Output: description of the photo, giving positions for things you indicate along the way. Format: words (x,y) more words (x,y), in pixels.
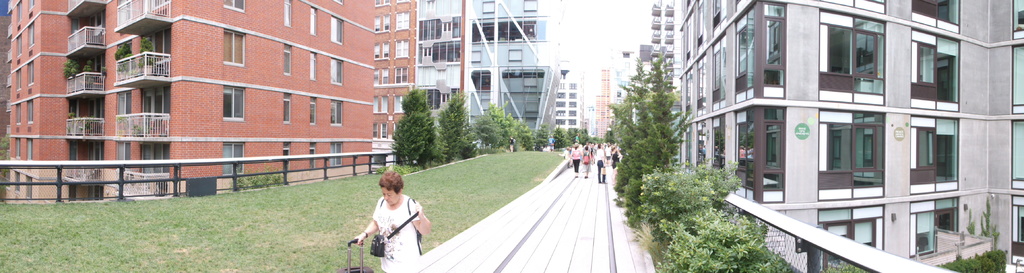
On the right side of the picture (855,20) there are buildings (714,86) and trees (709,186). In the center of the picture (486,165) there are trees (548,132), grass (492,177) and people (588,173) walking down the road (527,222). On the left (86,182) there are buildings (122,153), plants (271,183), railing (212,162) and grass (144,223).
